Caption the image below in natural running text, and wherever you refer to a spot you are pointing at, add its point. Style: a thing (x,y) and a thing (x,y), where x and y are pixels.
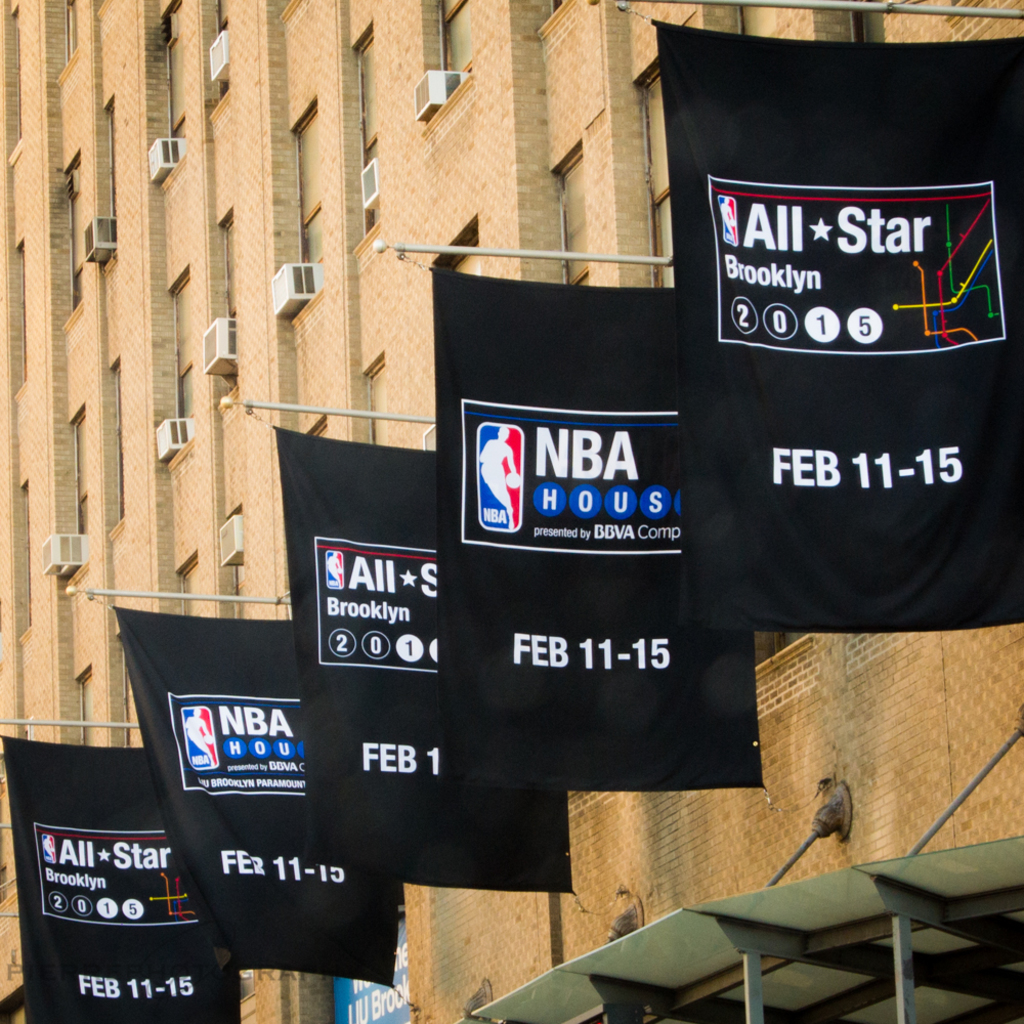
This picture shows a tall building (306,320) and we see few advertisement banners (605,495) hanging to the building (644,883) and we see few AC compressors (417,101).
